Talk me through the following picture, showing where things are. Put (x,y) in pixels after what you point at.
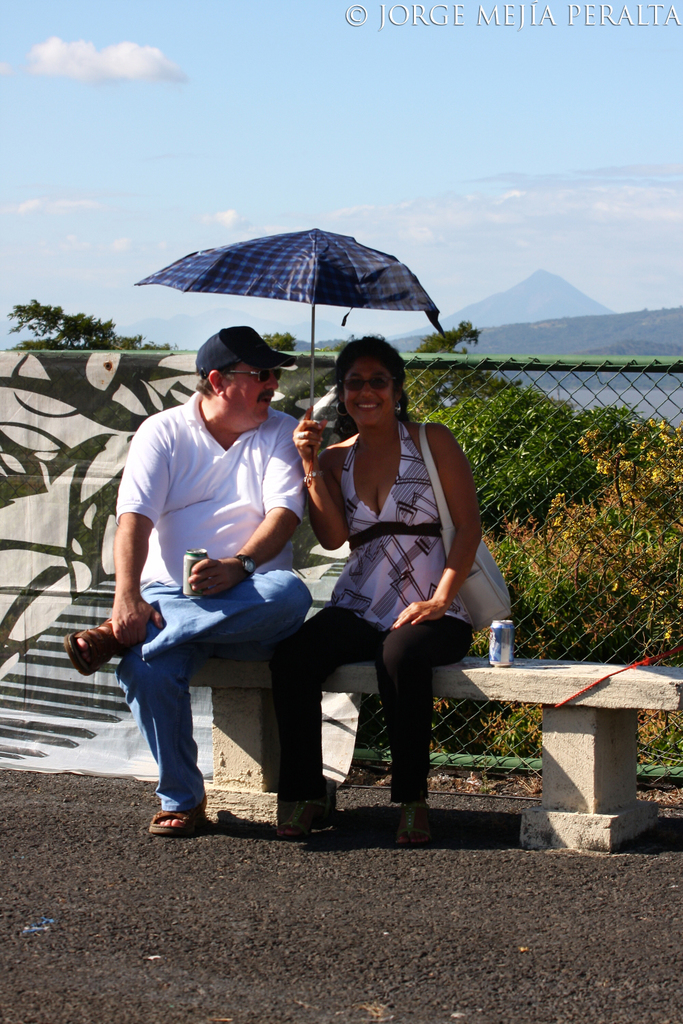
In this image there are two persons (356,653) sitting on a cement bench (252,702) in the middle (298,399), and there are some trees (558,524) and fencing (527,472) at the right side of this image (576,489). There is a sky (403,215) at the top of this image (370,190).
